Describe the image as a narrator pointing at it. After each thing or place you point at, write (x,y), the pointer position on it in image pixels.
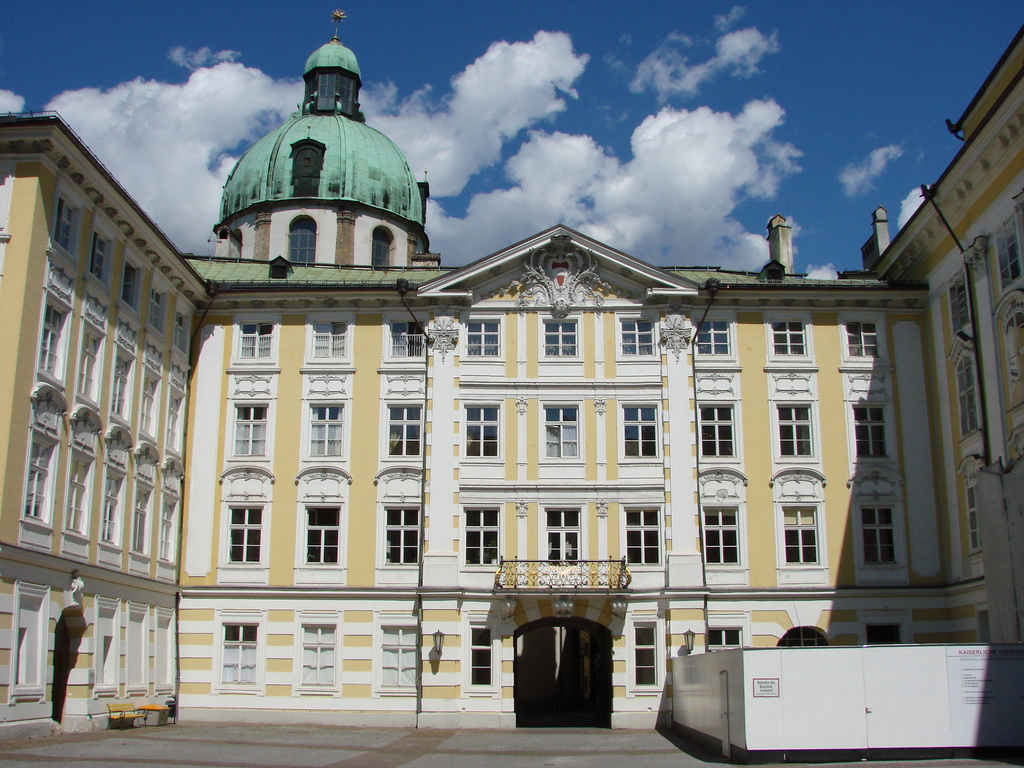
It is a building (316,473) in white color. At the top (555,103) it is the cloudy sky (531,111).
